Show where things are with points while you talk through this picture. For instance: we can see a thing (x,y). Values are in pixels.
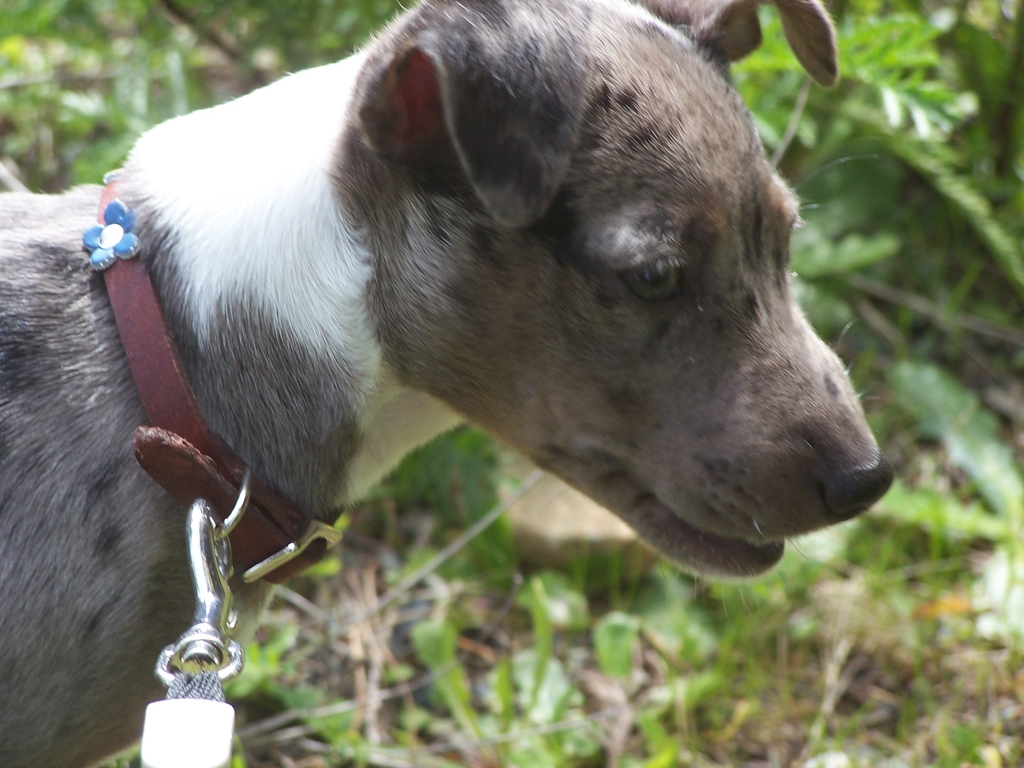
This image is taken outdoors. At the bottom of the image (599,682) there is a ground (865,667) with grass (879,584) and a few plants (857,79) on it. On the left side of the image (202,359) there is a dog (672,339).
